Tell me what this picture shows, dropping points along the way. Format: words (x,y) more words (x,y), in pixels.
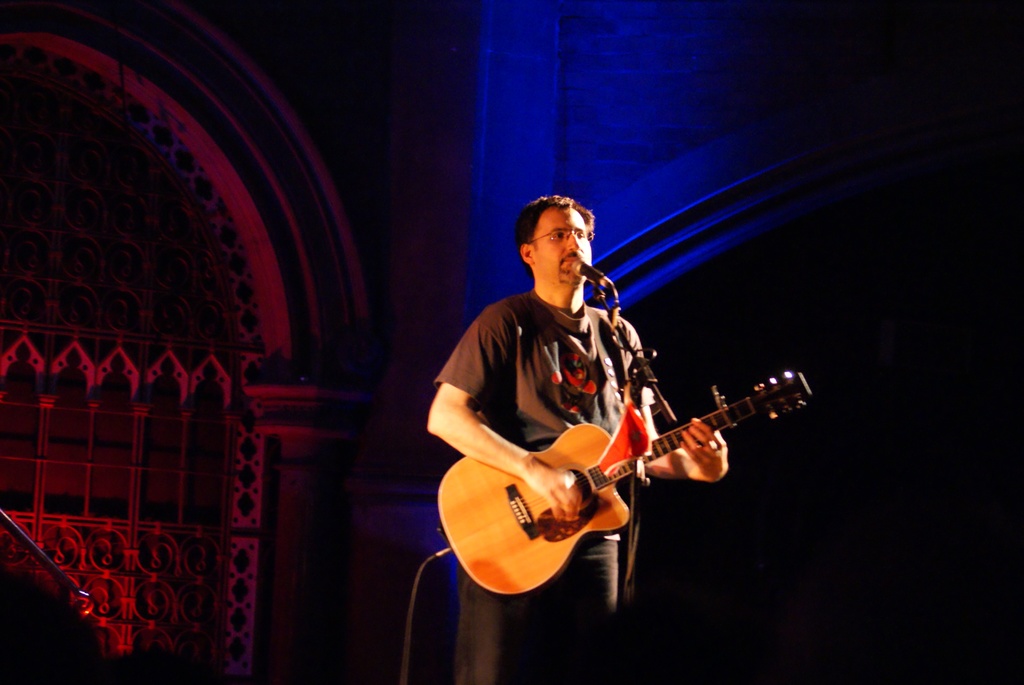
In the image we can see there is a man (553,321) who is holding a guitar (482,546) in his hand (702,434) and in front of him there is a mic (593,277).
